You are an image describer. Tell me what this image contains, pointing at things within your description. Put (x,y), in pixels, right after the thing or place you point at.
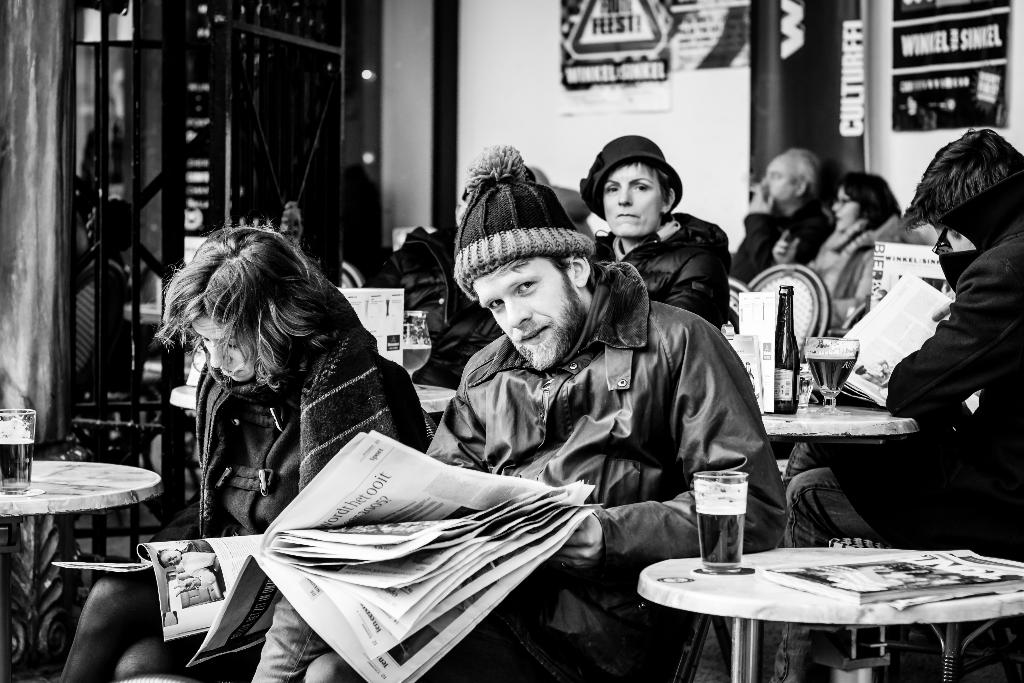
In the image we can see there are people (680,367) who are sitting on chair (753,291) in front of them there is a table (811,424) on which there are wine glass (813,358) and wine bottle (798,351) and the image is in black and white colour.
